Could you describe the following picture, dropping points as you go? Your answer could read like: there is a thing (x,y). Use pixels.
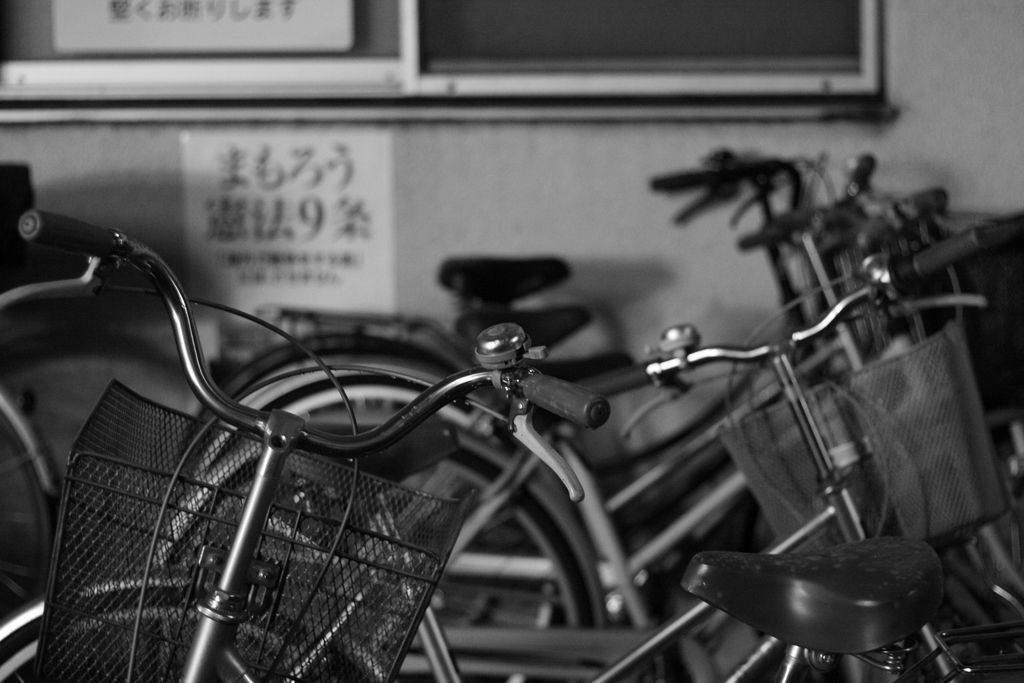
In the picture I can see bicycles (447,460). In the background (324,262) I can see a wall (471,216). This picture is black and white in color.
